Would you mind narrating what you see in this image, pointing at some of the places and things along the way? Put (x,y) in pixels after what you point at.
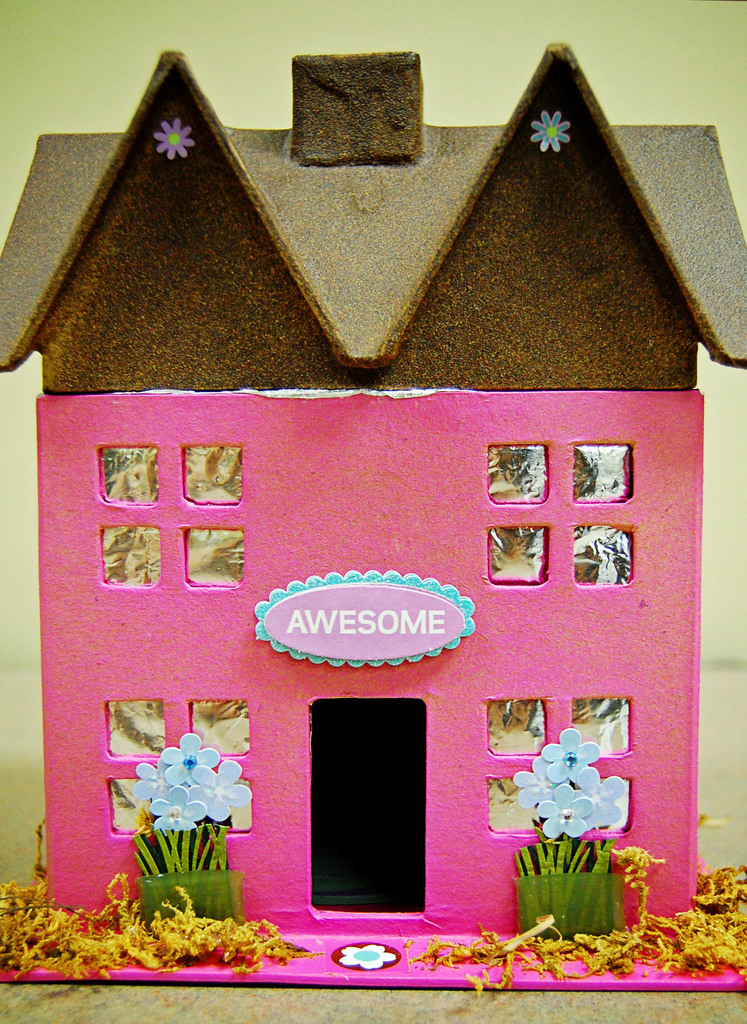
In this picture, we see a toy house (507,441) or a building (386,511). It is in pink color and the roof (274,190) of the building (404,354) is in brown color. Beside that, we see the flower pots (147,881). In the background (206,74), we see a wall (240,79).
